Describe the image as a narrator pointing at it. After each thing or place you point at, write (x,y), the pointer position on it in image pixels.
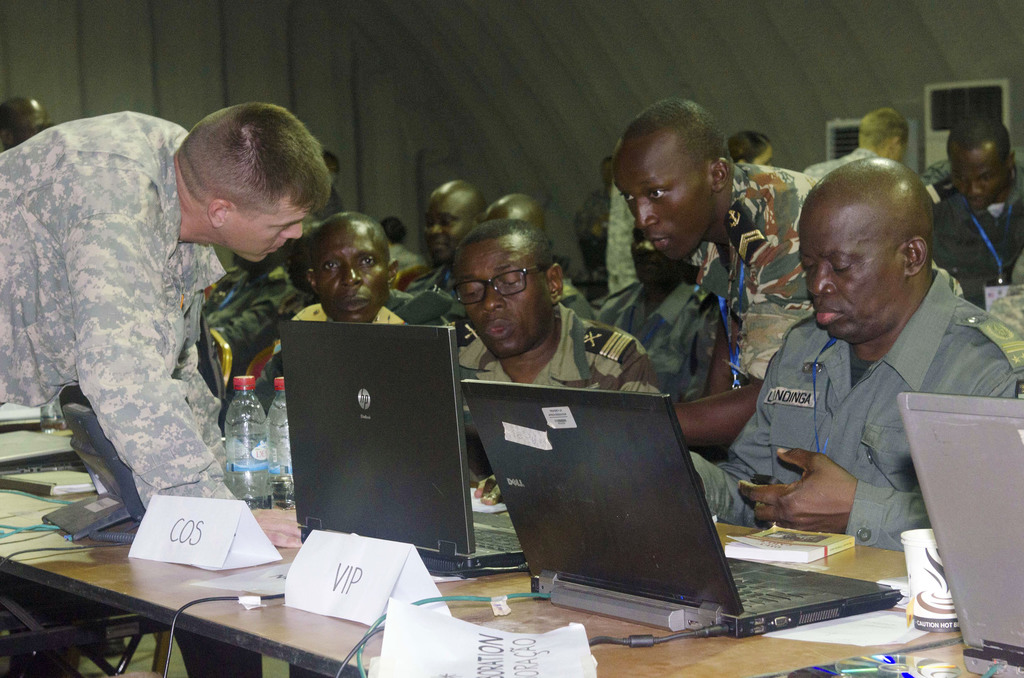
In this picture we can see a few people (537,354). There are laptops (337,460), bottles (291,461), files (65,485), papers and compact disc(CD) (910,672). We can see white objects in the background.
